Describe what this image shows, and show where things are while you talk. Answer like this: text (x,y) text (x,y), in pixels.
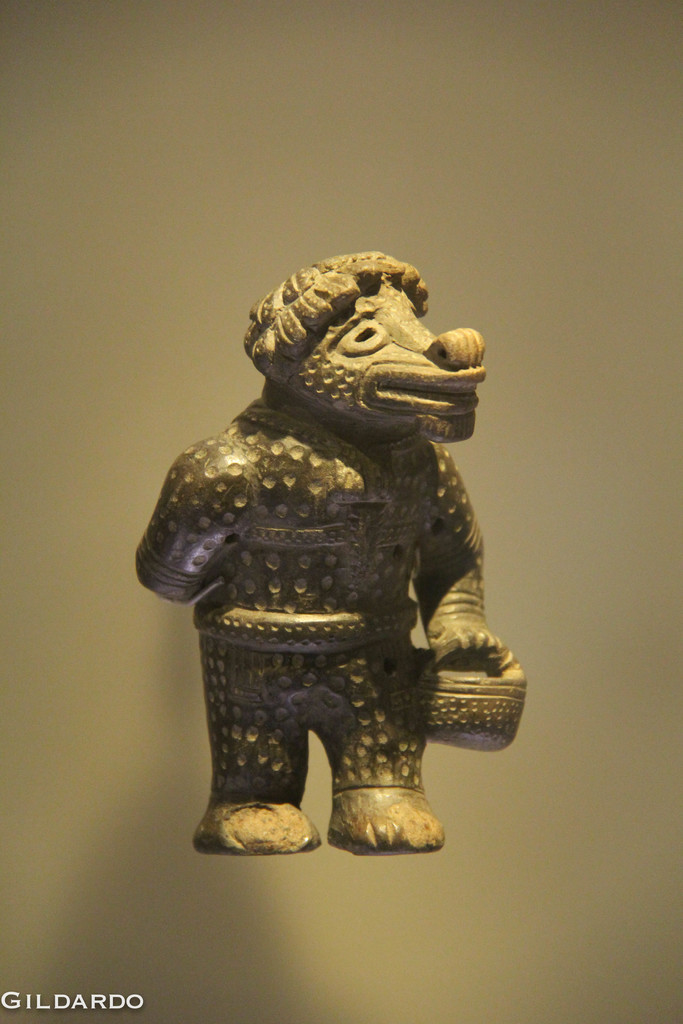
In this picture we can see a statue (430,619) and in the background (600,688) we can see it is blurry, in the bottom left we can see some text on it.
